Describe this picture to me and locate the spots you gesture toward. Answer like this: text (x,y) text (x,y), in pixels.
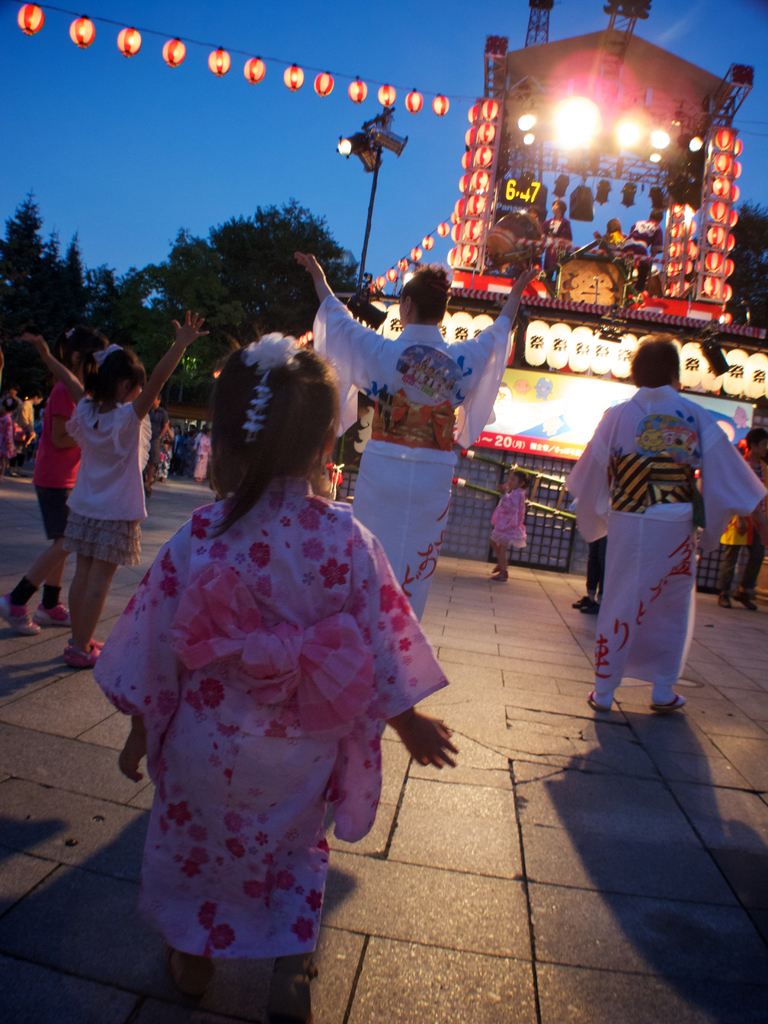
In this picture there are few people (387,537) standing and there is an object (572,327) in front of them which has few persons (616,222) standing on it and there are trees (203,277) in the background (227,281).
